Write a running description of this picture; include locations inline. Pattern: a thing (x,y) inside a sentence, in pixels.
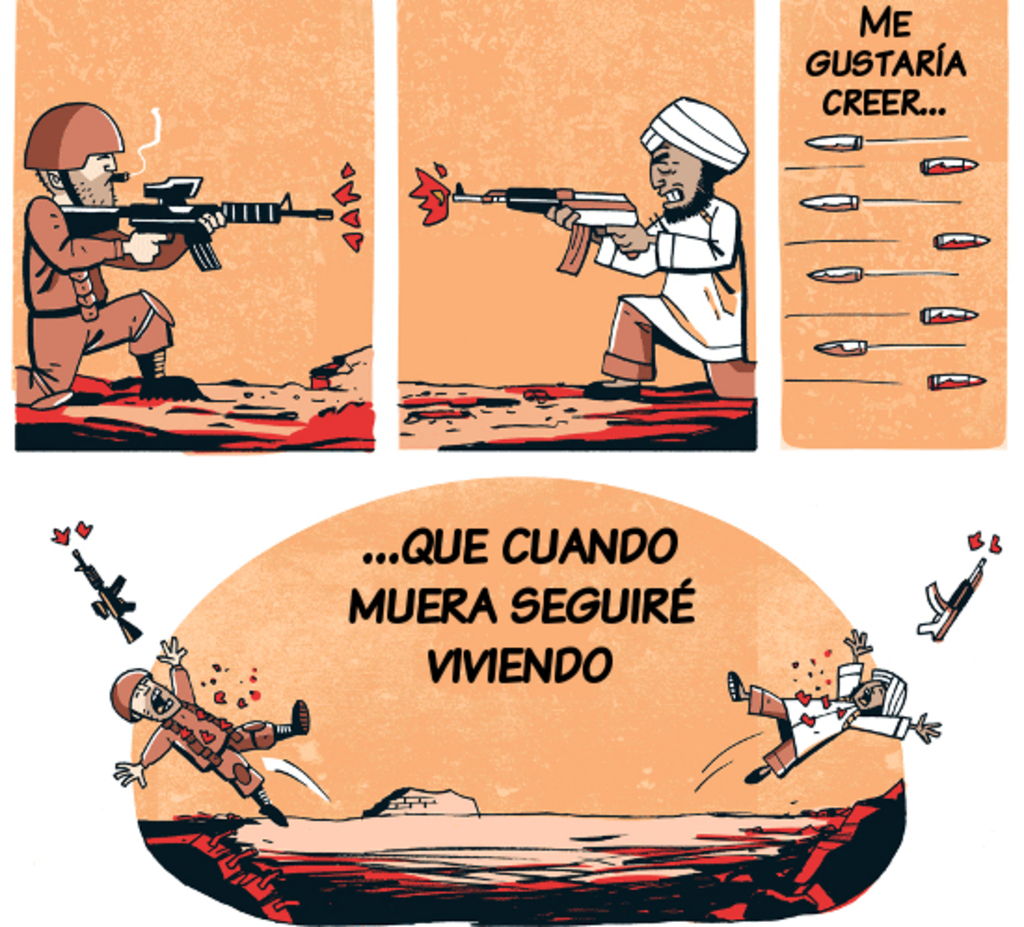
In the picture there are some animated images of two people (207,222) firing at each other.
